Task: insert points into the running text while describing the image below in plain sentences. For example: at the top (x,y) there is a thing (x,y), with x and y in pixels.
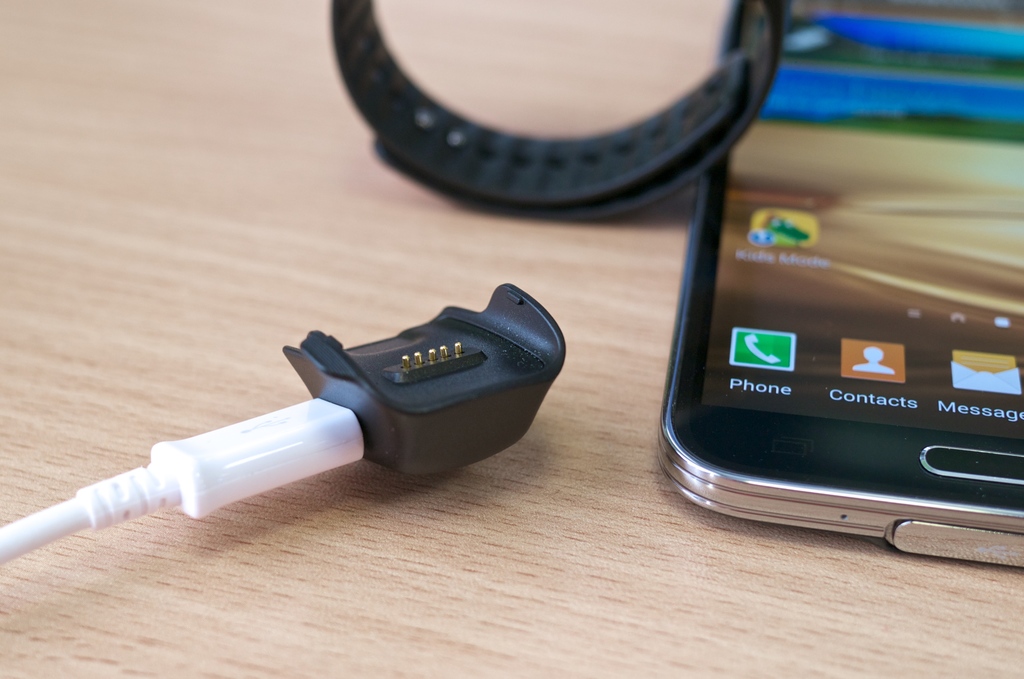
This image consists of a mobile (808,318), and a watch (521,201) along with cable (210,491) are kept on the table (630,622) which is made up of wood (656,601).
